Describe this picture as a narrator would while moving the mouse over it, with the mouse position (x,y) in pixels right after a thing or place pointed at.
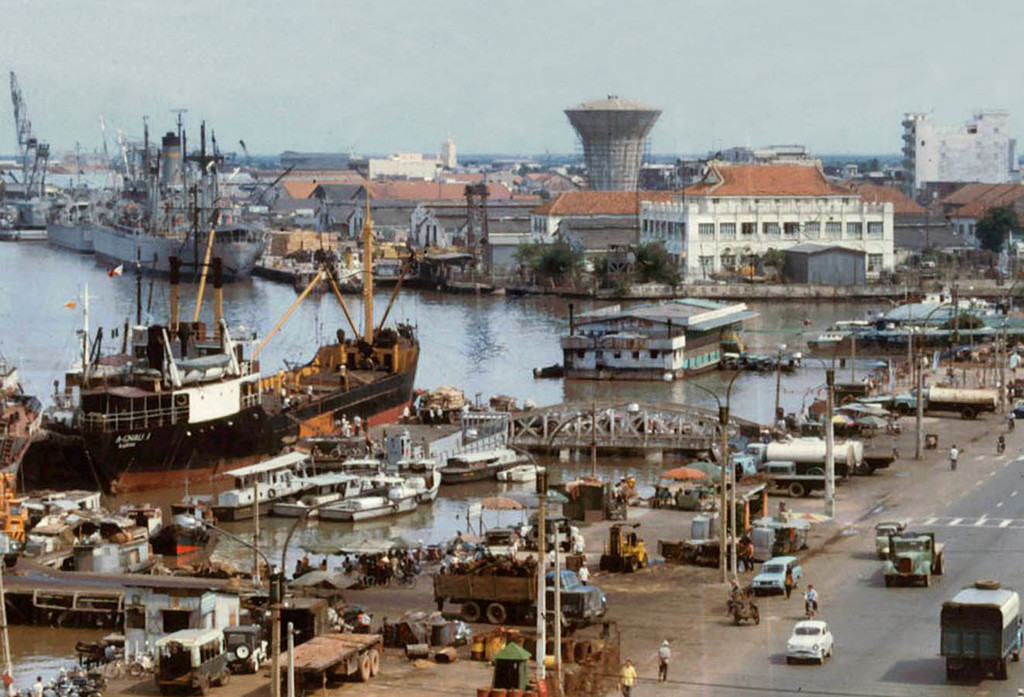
In this image we can see a port (234,383). There are many ships (234,383) and boats (570,337). Also there is a bridge (618,423). There are light poles (594,443) and there are vehicles (882,543) on the road (785,601). And we can see few people (374,581). Also there are trucks (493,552). In the background (318,185) there are buildings (586,193) and there is sky (357,67).
